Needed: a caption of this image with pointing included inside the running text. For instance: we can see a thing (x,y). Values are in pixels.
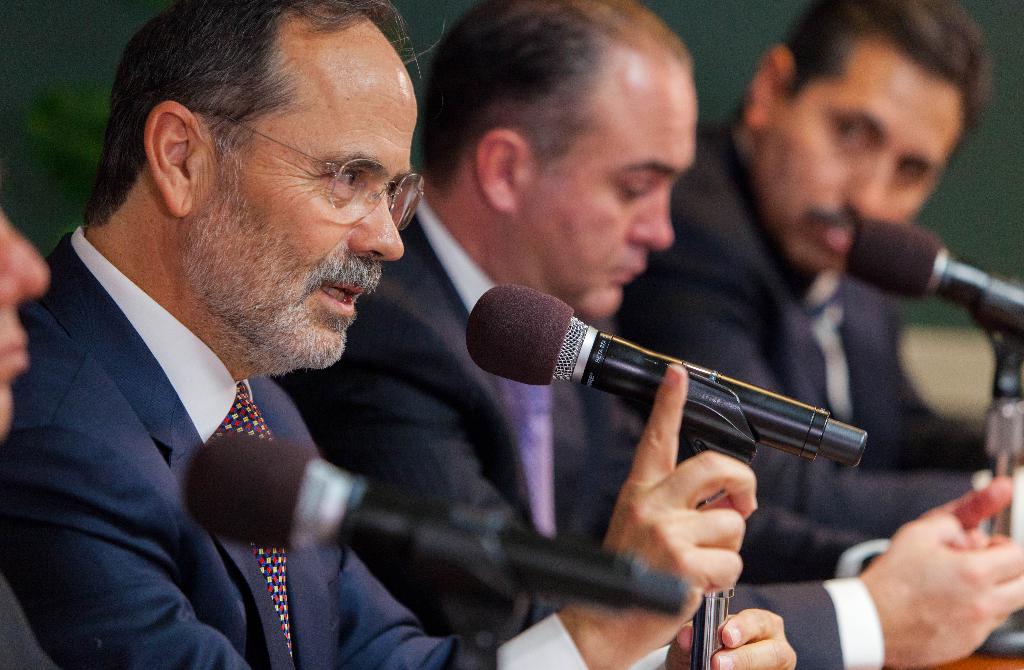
In this image, we can see people (651,319) sitting and wearing ties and coats (287,375) and one of them is wearing glasses (365,203) and here we can see mics (812,442) with stands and the background (63,75) is in dark green.
